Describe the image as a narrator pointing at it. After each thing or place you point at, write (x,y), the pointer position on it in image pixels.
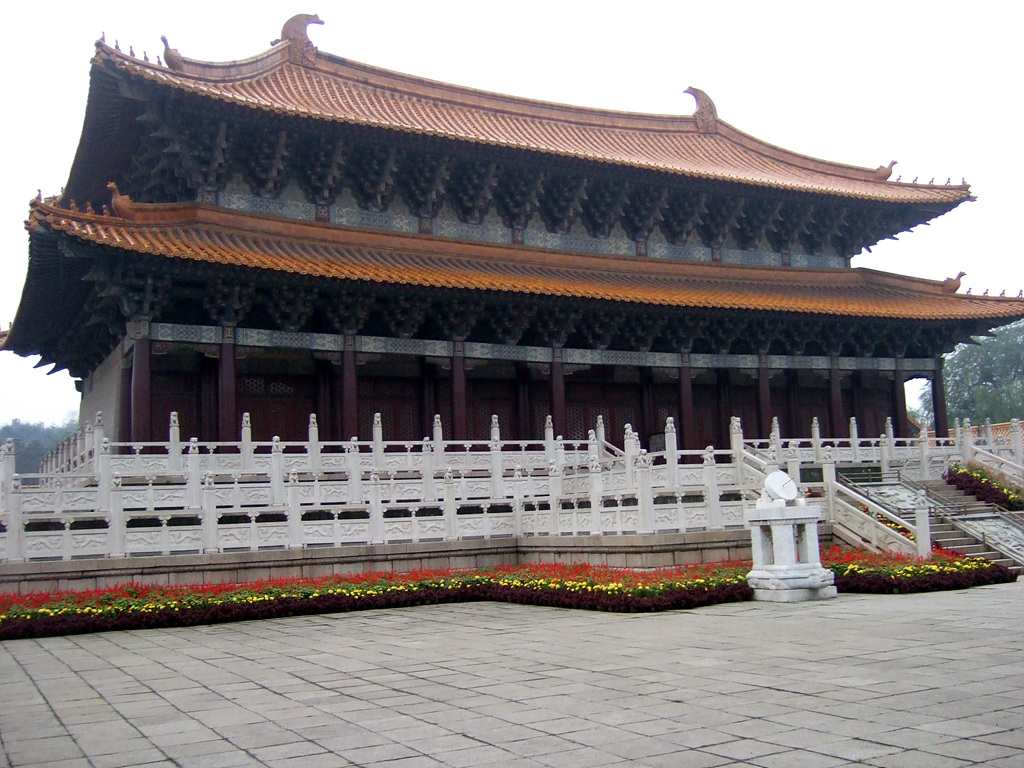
In this image there is a pavement (375,648) and plants (180,604), in the background (145,510) there is an architecture (842,248), trees (982,412) and the sky (966,132).
